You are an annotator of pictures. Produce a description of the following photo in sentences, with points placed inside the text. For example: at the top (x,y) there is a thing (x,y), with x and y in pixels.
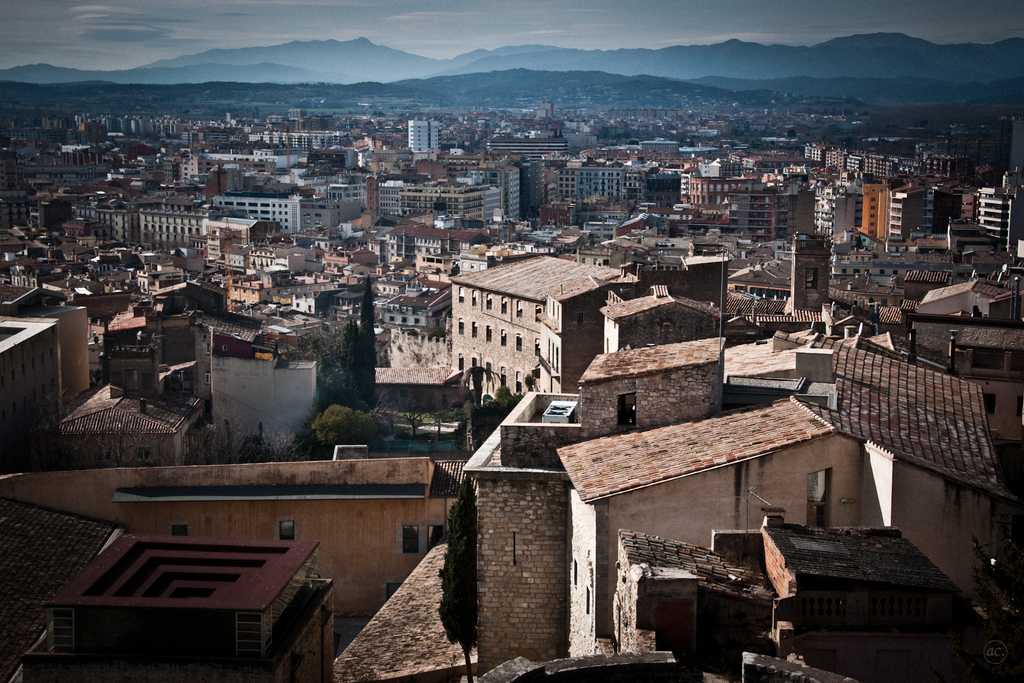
In this picture I can see buildings (608,453), trees (348,413) and hills (582,72) and I can see a cloudy sky (305,30).
